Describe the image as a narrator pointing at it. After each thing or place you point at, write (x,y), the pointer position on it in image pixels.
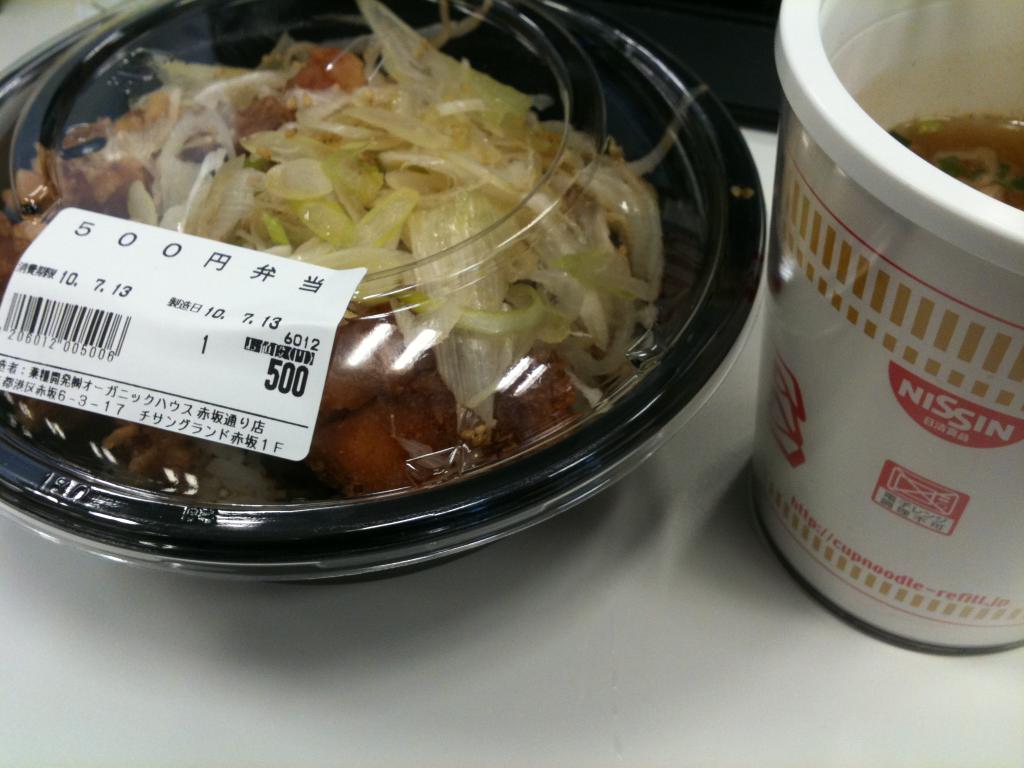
In the middle of the image (354,359) there is a bowl (437,488) with a food item (313,204) and a cup (881,231) of soup (968,142) on the table (708,705). There is a label (163,335) with a text (198,315) on the bowl (292,329).
